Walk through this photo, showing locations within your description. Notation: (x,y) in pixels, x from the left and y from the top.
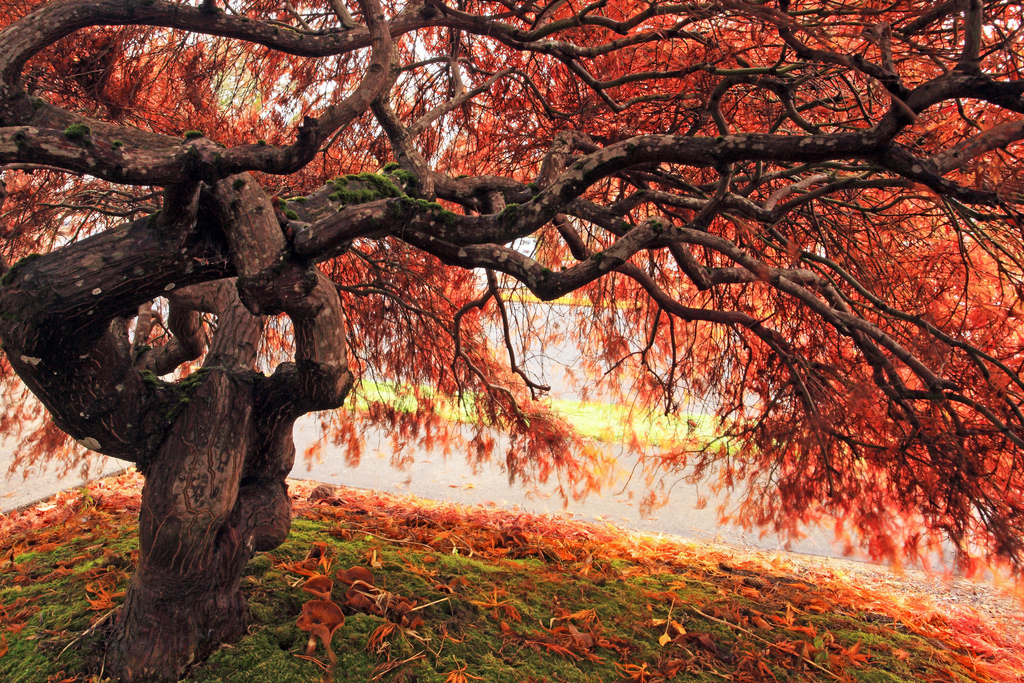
In this picture I can see tree (649,243) and I can see path (460,489) and few leaves (416,540) and grass (483,645) on the ground (640,542).
